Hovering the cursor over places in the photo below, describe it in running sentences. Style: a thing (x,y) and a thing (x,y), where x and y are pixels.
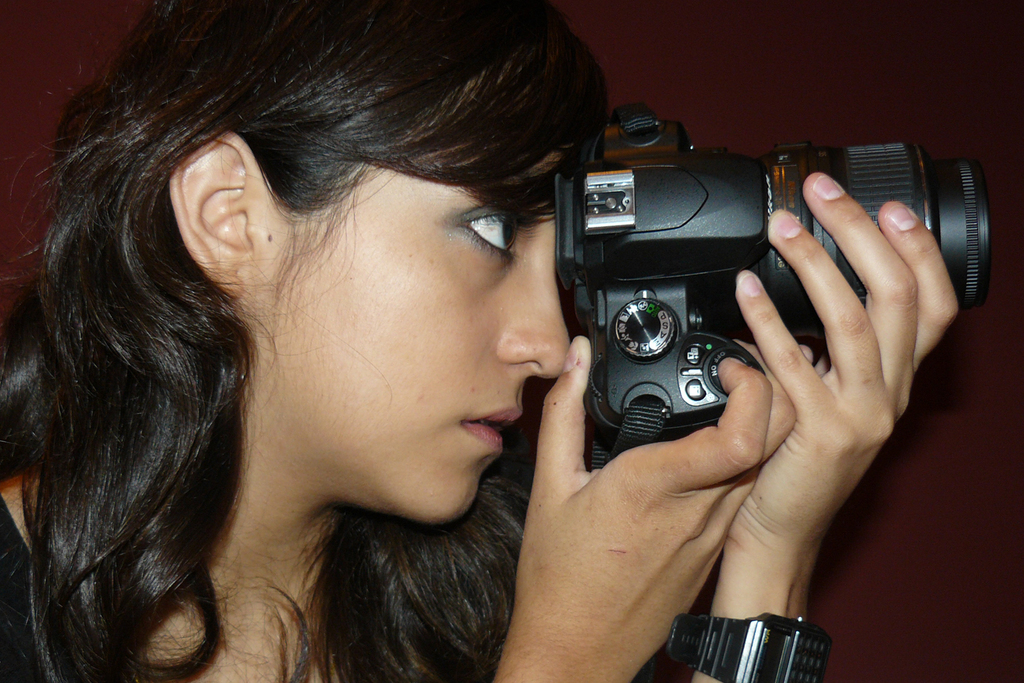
In this picture I can see a woman (440,338) is holding a camera (701,334). The woman (783,466) is wearing a watch (763,648) in the hand (788,226).
